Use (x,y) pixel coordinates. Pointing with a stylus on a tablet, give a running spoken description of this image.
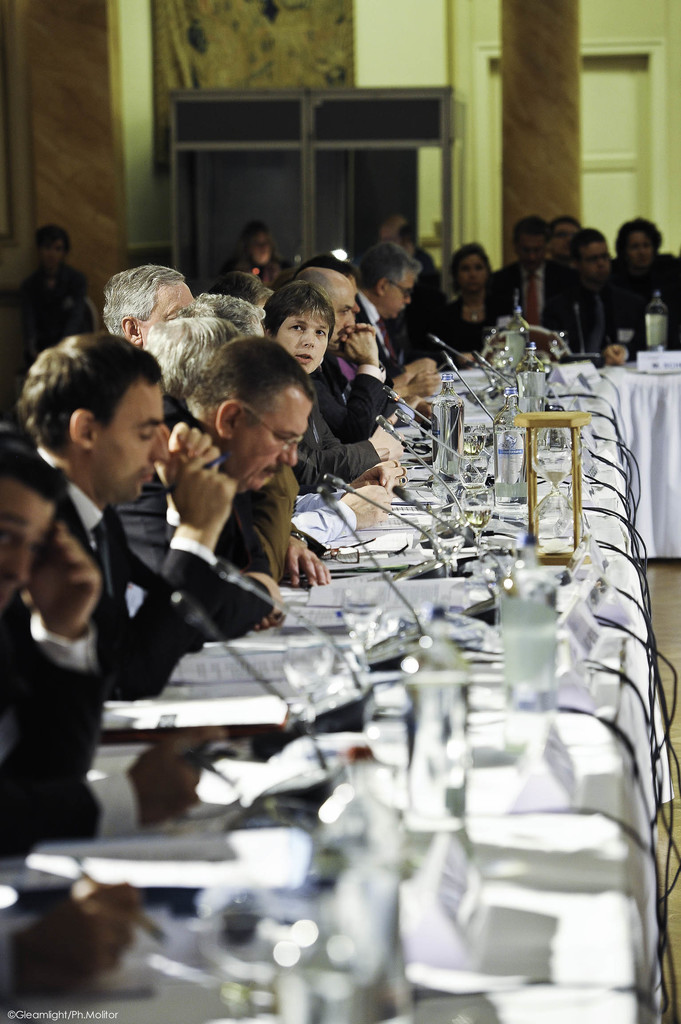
In this image, we can see group of people (241,314) are sat. In-front of them, we can see white color tables (658,414) so many items (479,618) are placed on it. The background (610,136), there is a white door (602,142), pillar (567,146) and iron piece (308,189), here and the board (284,118).
